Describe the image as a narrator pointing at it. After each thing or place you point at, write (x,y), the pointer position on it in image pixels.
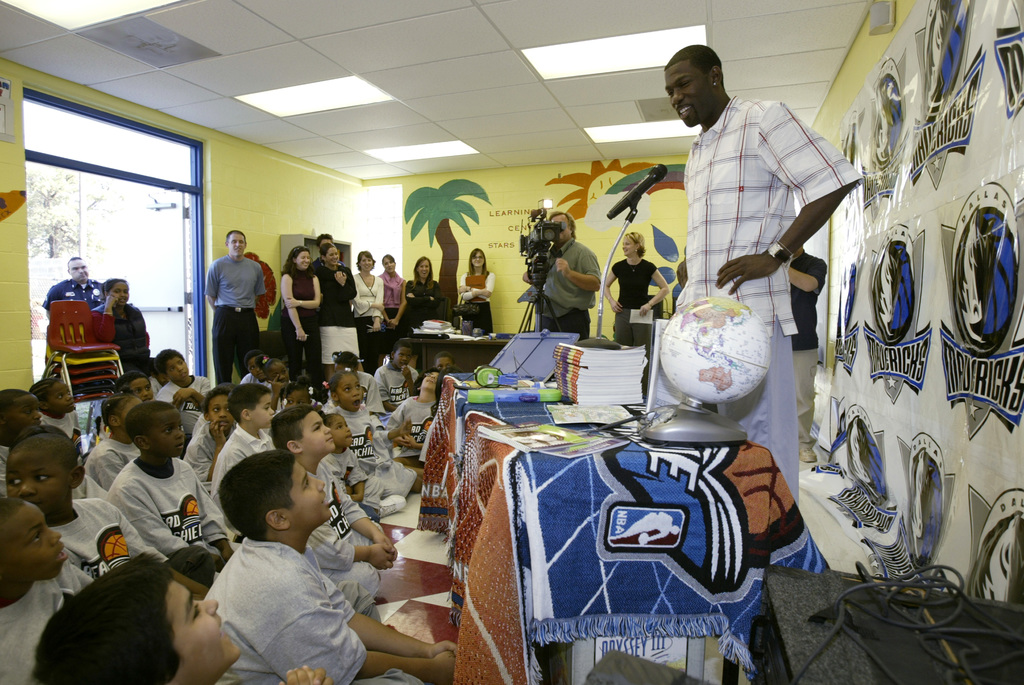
In this image there are so many children (67,588) sitting on the floor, in front of them there is a table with books (492,439), globe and some other things (532,355) where a person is standing and speaking in microphone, behind him there is a banner (951,384) on the wall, beside the children (339,450) there are group of people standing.
